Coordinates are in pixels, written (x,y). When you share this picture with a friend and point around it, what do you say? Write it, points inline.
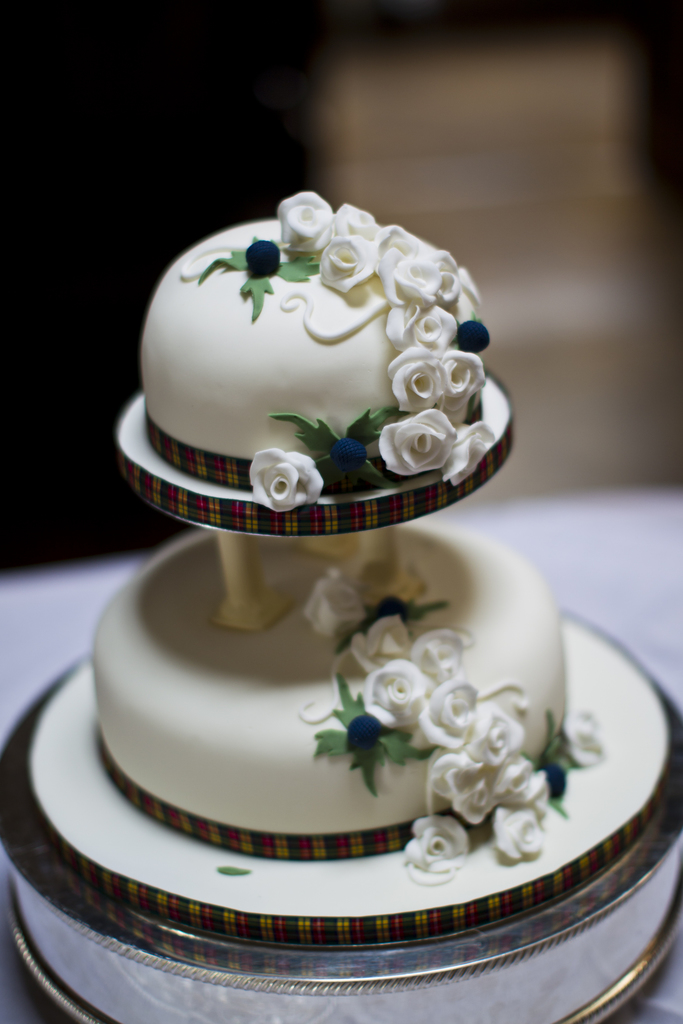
Here in this picture we can see a stepped cake (292,636) present on the table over there and on that cake (386,673) we can see flower designs (377,473) present over there.
